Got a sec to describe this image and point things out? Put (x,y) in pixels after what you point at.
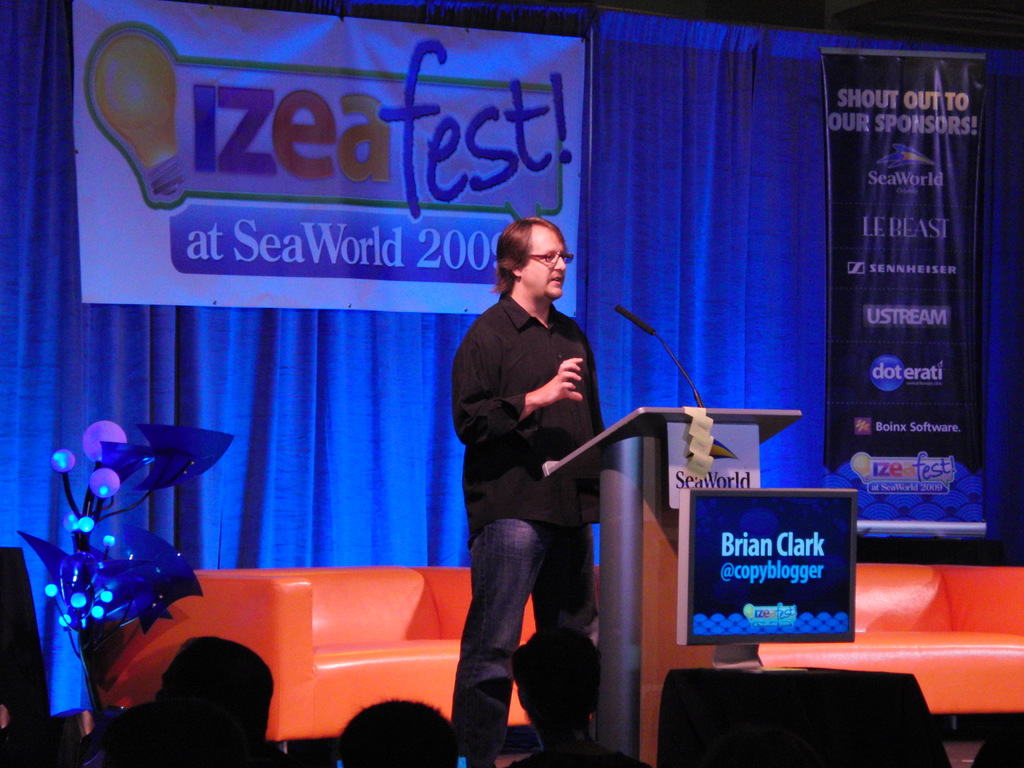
In this image there is one person (544,447) standing in middle of this image (544,447) is wearing black color shirt (544,447) and there a Mic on right side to him and there is a curtain (622,407) in the background (434,340). there are some persons (199,718) in bottom of this image (577,747). There is a board (254,211) with some text (425,111) on the top of this image (375,172).
